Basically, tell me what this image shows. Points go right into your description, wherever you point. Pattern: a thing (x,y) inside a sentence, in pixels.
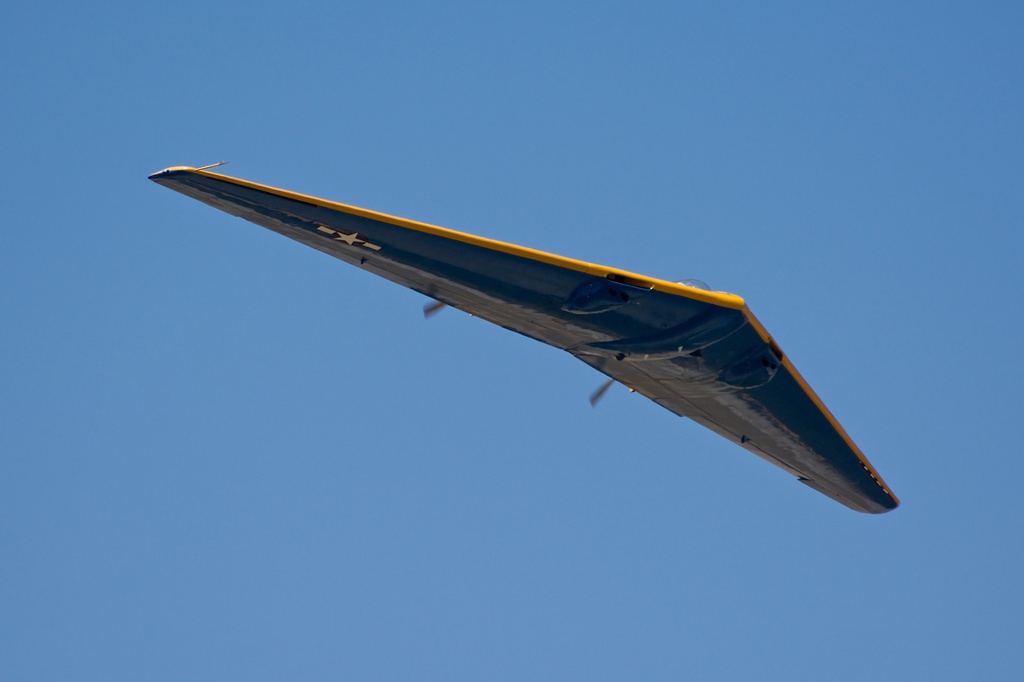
In the image we can see a flying jet (642,338) in the air (462,111) and a blue sky (646,119).
